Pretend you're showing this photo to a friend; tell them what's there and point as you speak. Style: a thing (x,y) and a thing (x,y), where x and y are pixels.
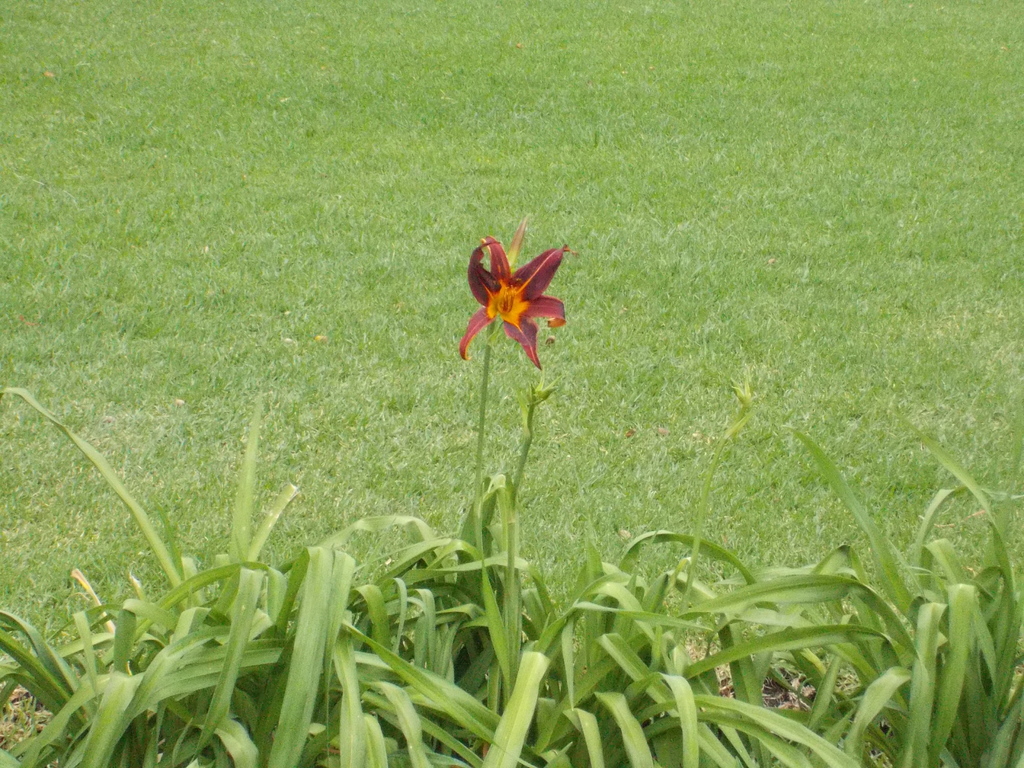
In this picture I can see the plants (246,612) in front and I see a flower (503,287) in the centre (497,284). In the background (201,419) I see the green grass (577,268).
